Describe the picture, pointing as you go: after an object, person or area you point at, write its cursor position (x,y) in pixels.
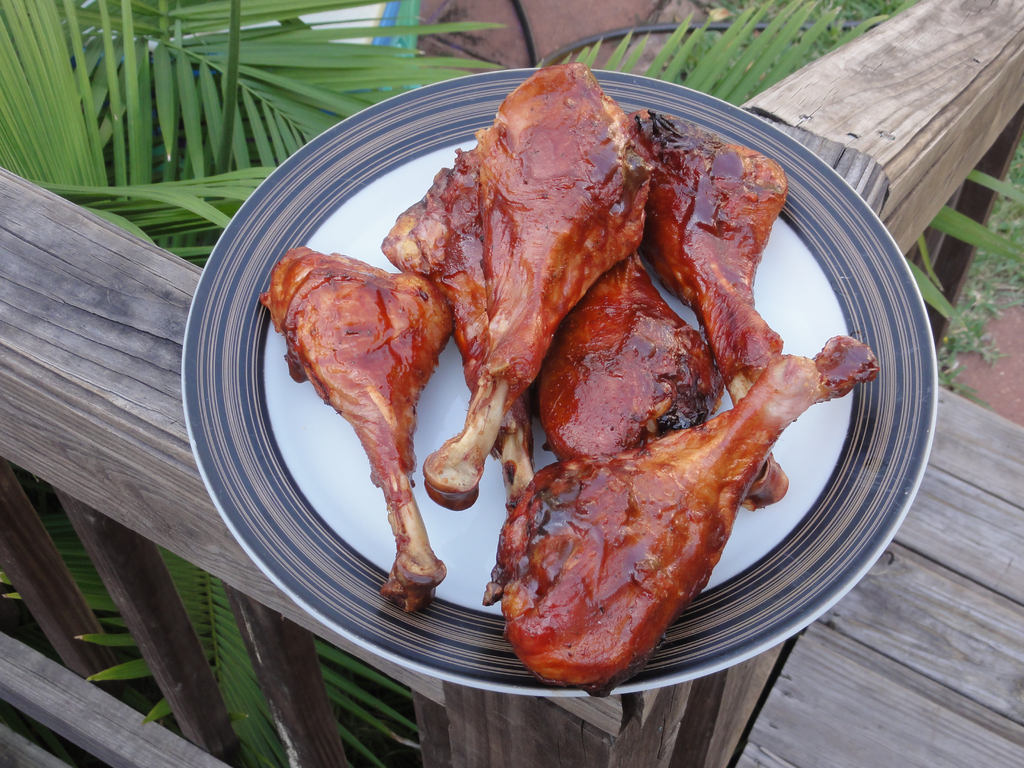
In this picture we can see the plate (408,197) in it some meat (601,237) is placed which is on the wooden fencing (180,660) and there are some trees (204,175).
